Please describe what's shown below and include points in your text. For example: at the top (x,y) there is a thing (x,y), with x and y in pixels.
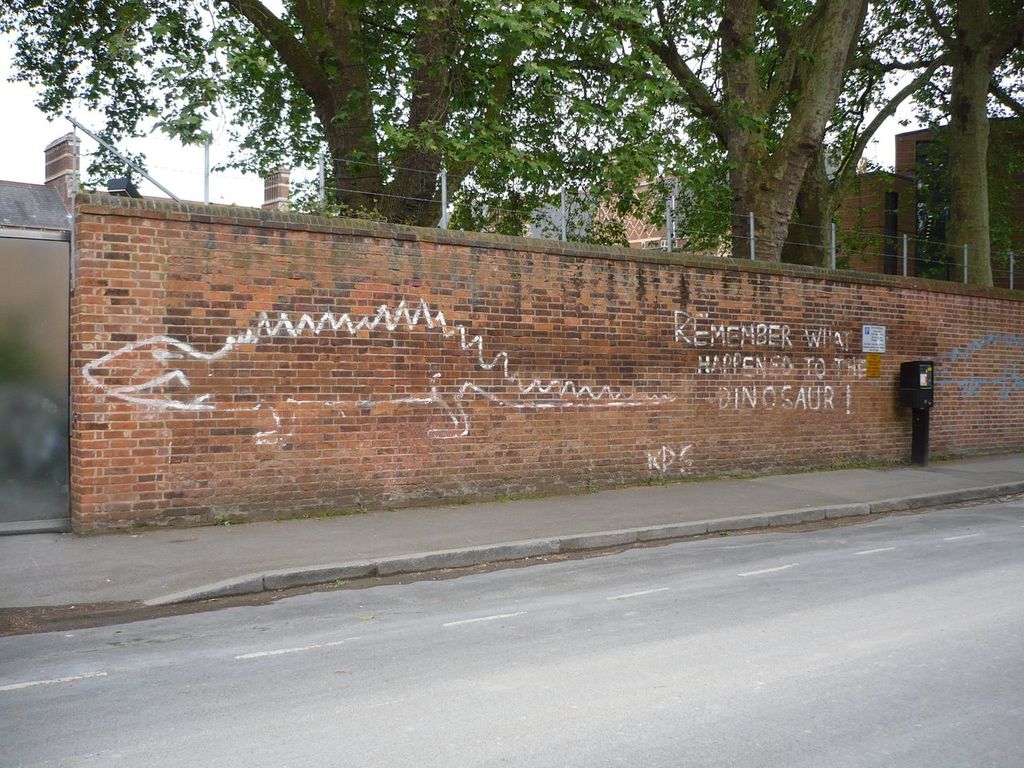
In this image I can see few trees (915,39), buildings (877,204), fencing (653,201), brick wall (950,410) and black color object (924,423) on the road (905,534). The sky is in white color.
